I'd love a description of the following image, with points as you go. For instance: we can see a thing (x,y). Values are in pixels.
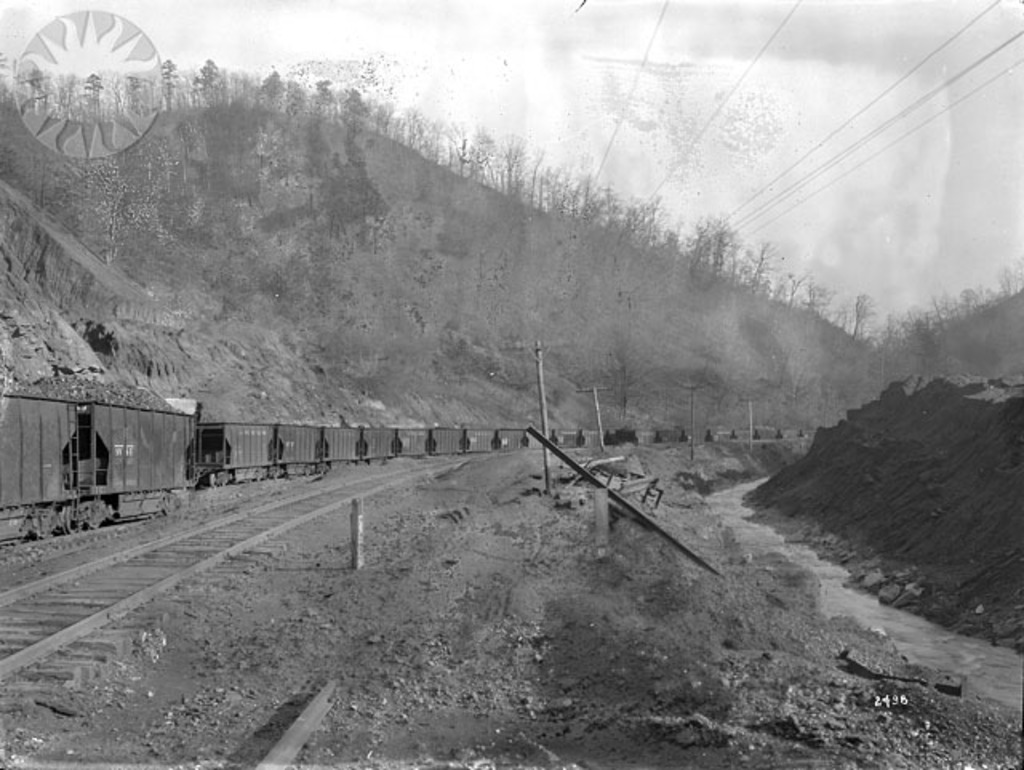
In this image I can see the hill view (739,389), at the top (569,21) I can see the sky (898,68) and power line cable (935,55), on the left side (76,569) I can see the railway track (174,586).
